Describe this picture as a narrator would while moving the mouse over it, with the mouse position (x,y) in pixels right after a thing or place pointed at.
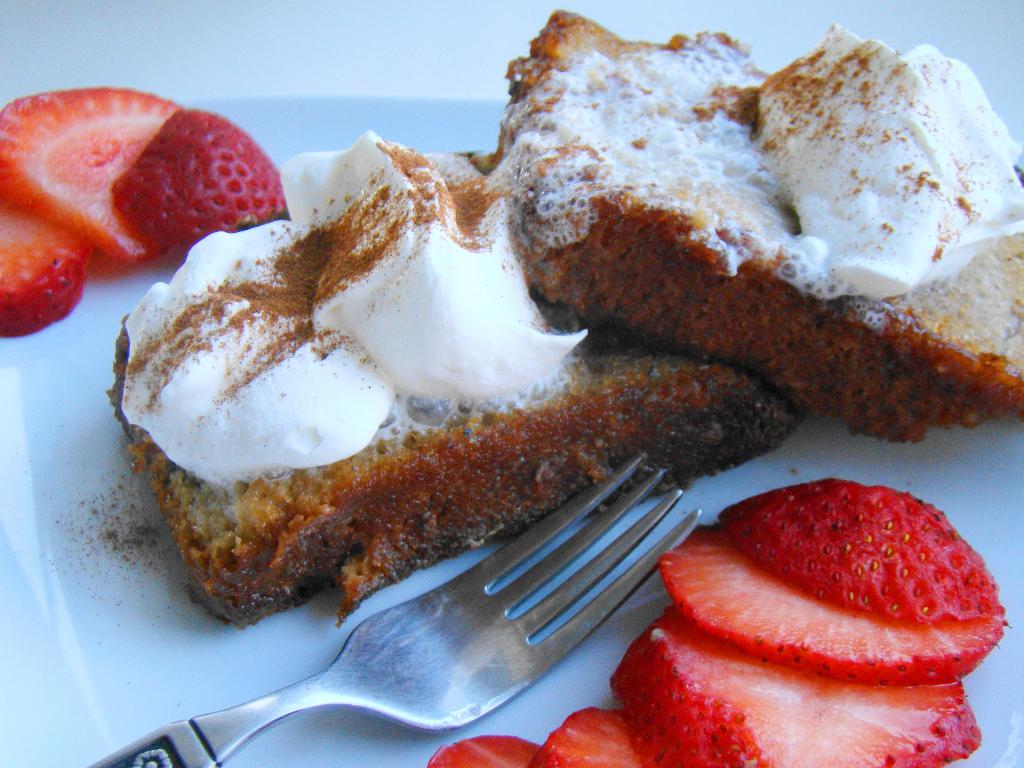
In this image we can see some food items (431,309) and a fork (482,566) placed on the surface (74,717).
